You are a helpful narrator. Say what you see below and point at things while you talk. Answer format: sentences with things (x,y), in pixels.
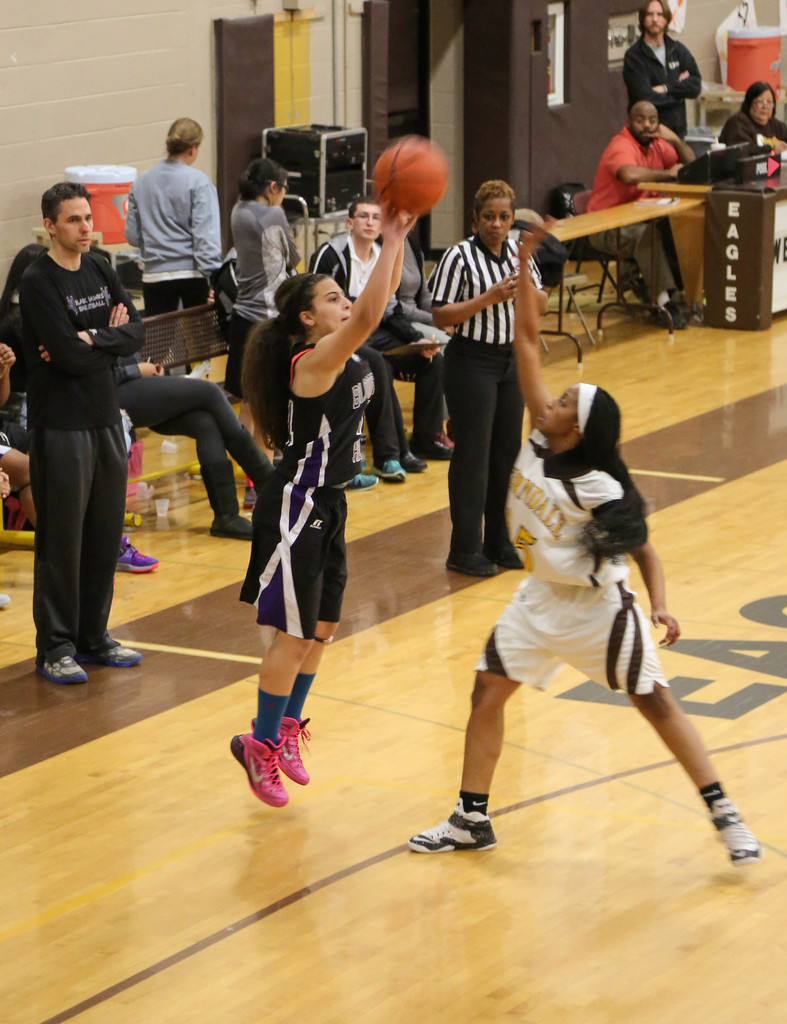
In the center of the image (499,679) there are women (329,641) playing on the ground (302,789). In the background (554,183) we can see speakers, table (617,218), chairs (576,211), door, window (550,76) and wall (83,76).
